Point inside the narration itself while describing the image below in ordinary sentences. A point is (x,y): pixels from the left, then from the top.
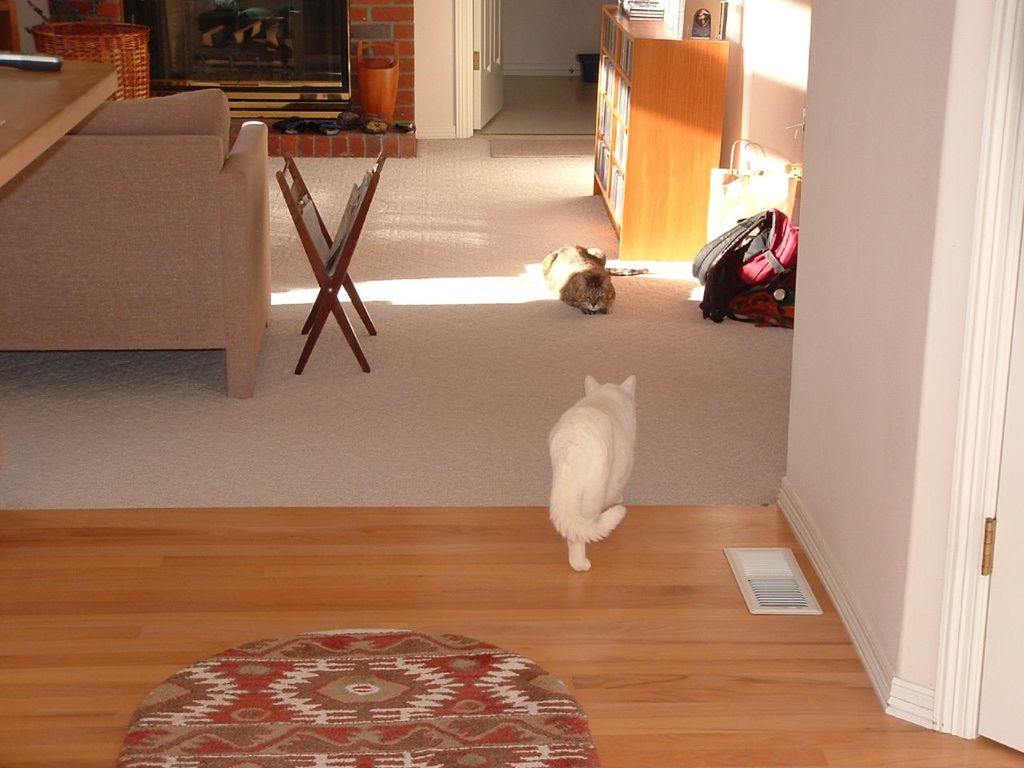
The picture is clicked inside a house (431,73) where there are two cats (618,431), one of them is white and the other one is brown. We also observed sofa (232,206), a foldable rack (294,211), a door mat (354,708), and a cupboard (658,214) filled with items (604,126). In the background (398,41) we observe a brown basket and a fireplace (307,59).
